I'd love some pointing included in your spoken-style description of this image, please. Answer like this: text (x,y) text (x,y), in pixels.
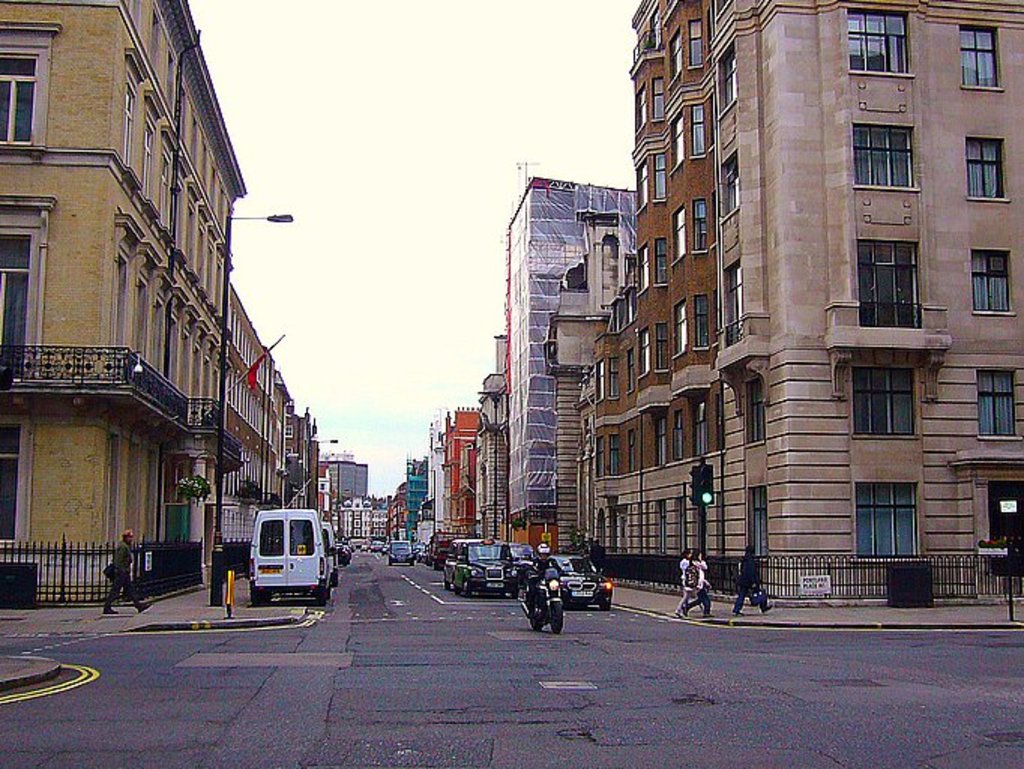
There is a road (400,571) and there are many vehicles (476,584) on the road (516,655), on the left side (261,544) few vehicles (267,546) are parked beside the footpath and around the road (356,553) there are a lot of buildings (53,266). On the left side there is a street light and on the right side (709,503) there is a traffic signal pole (691,497), few people (686,566) are walking on the footpath (716,601) in front of that.
